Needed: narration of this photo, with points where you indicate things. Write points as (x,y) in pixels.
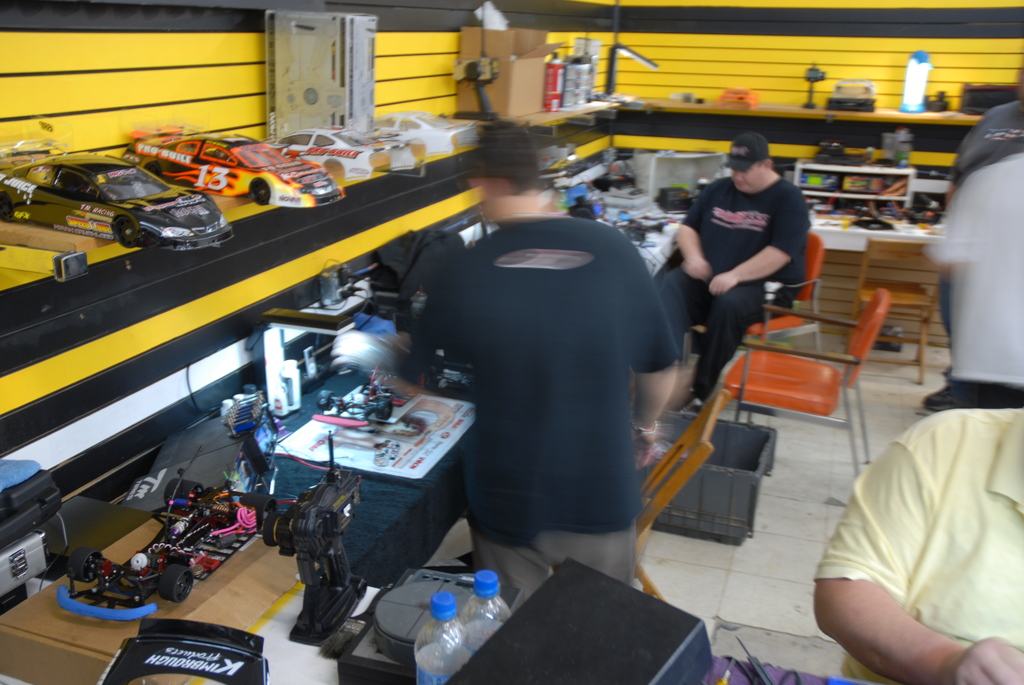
In the middle (544,363) a man (589,390) is standing, he wore a black color t-shirt (596,371), here another person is sitting on the chair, in the left side (143,133) there are toy cars (166,179).
